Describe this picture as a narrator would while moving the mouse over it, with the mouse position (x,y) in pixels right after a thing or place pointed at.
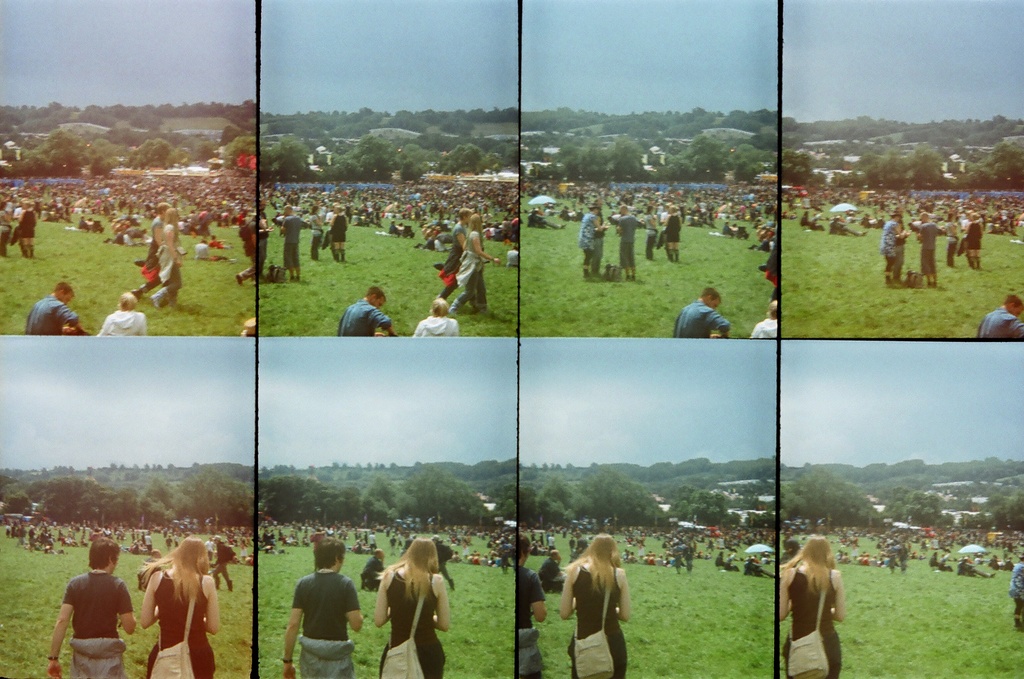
Here we can see a collage picture. There are group of people (194,642), grass (942,634), trees (723,170), houses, and umbrellas (758,550). There is sky (603,421).
